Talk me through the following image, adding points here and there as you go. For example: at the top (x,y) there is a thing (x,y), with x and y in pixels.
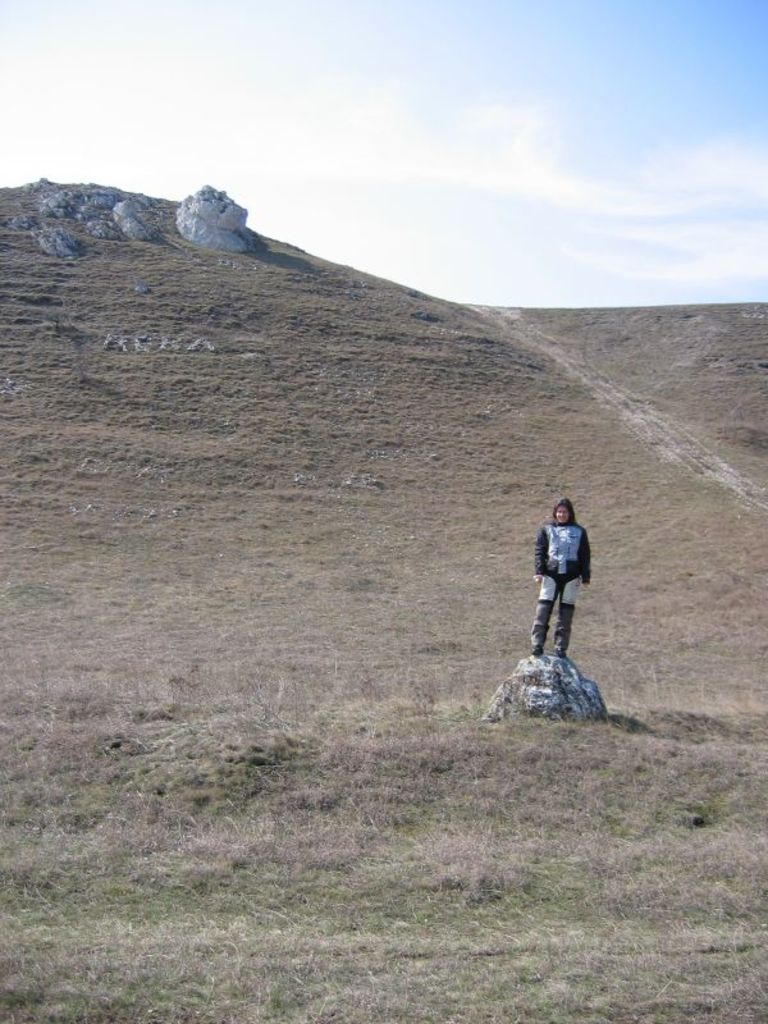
A person (543,591) is standing, this is sky (417,155).
